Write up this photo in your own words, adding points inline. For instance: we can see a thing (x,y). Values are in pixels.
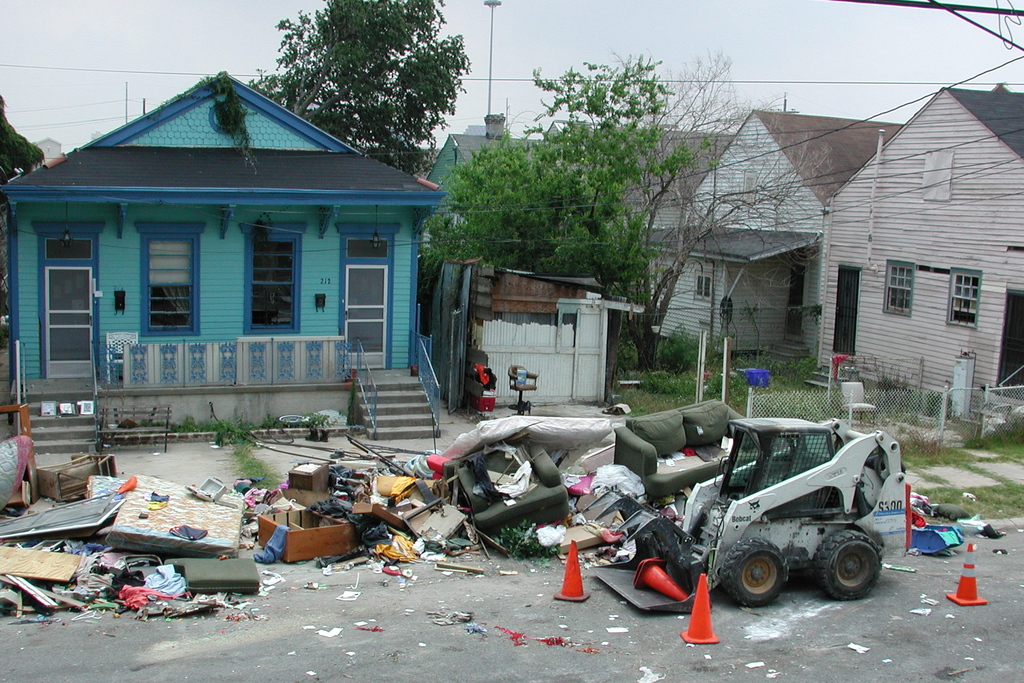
In this image we can see a few houses (392,354) with windows (279,285) and doors (350,332), in front of the house (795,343) we can see sofas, suitcase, boards (378,507), clothes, traffic cones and some other objects (217,541), there is a vehicle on the road (288,610), there are some trees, grass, staircases (401,391), fence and also we can see the sky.
